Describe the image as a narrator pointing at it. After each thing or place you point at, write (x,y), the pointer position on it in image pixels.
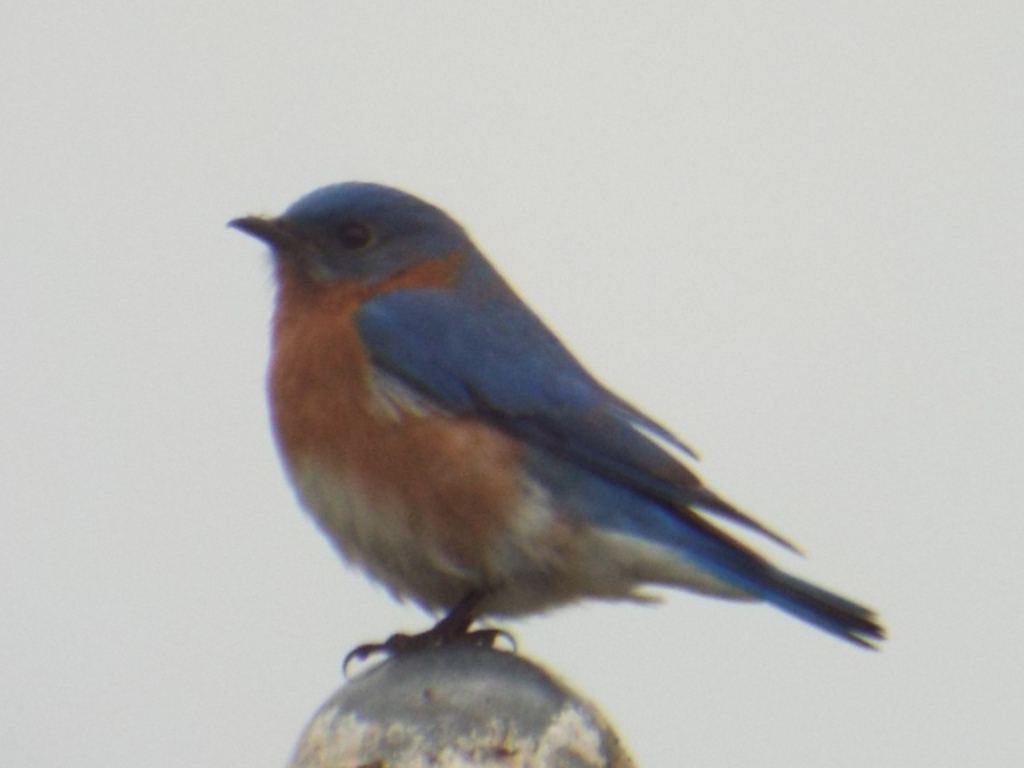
In this image we can see a bird (427,322) on the circular shaped object (443,716). The background (194,30) is white in color.
